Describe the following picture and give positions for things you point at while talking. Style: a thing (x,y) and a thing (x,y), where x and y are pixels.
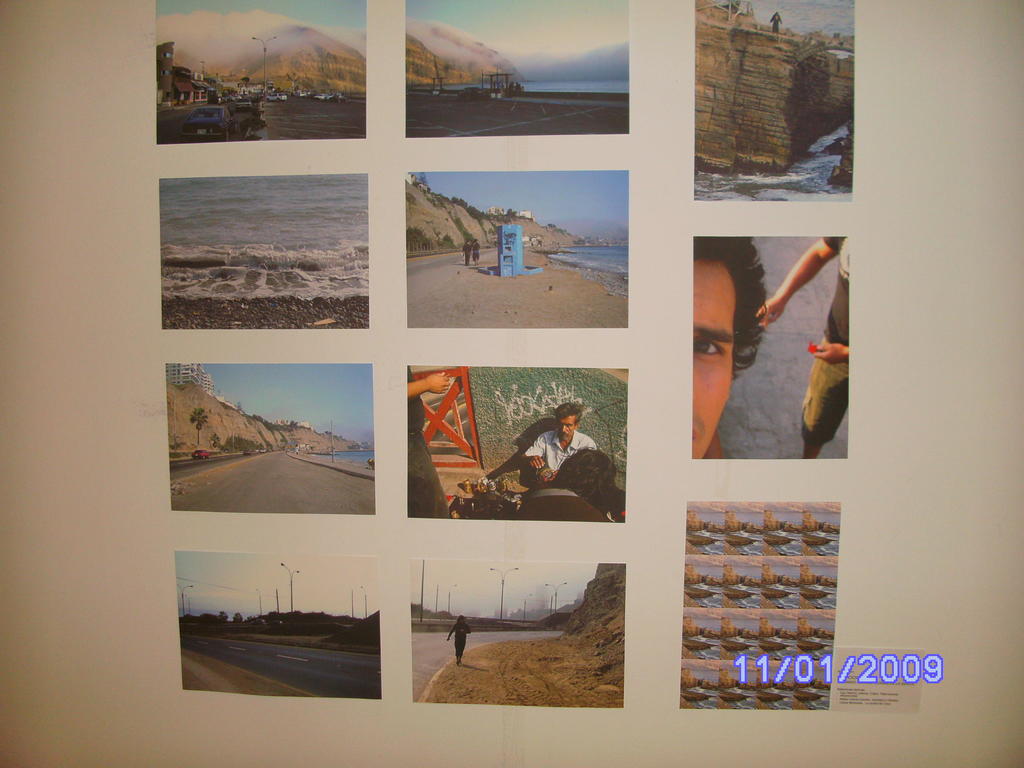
In this image, I can see the pictures (252,502) on the white surface (132,173). At the bottom of the image (743,678), I can see the watermark (743,664). There are few people (749,305), mountains (449,57), roads (331,651) in these pictures (727,611).
